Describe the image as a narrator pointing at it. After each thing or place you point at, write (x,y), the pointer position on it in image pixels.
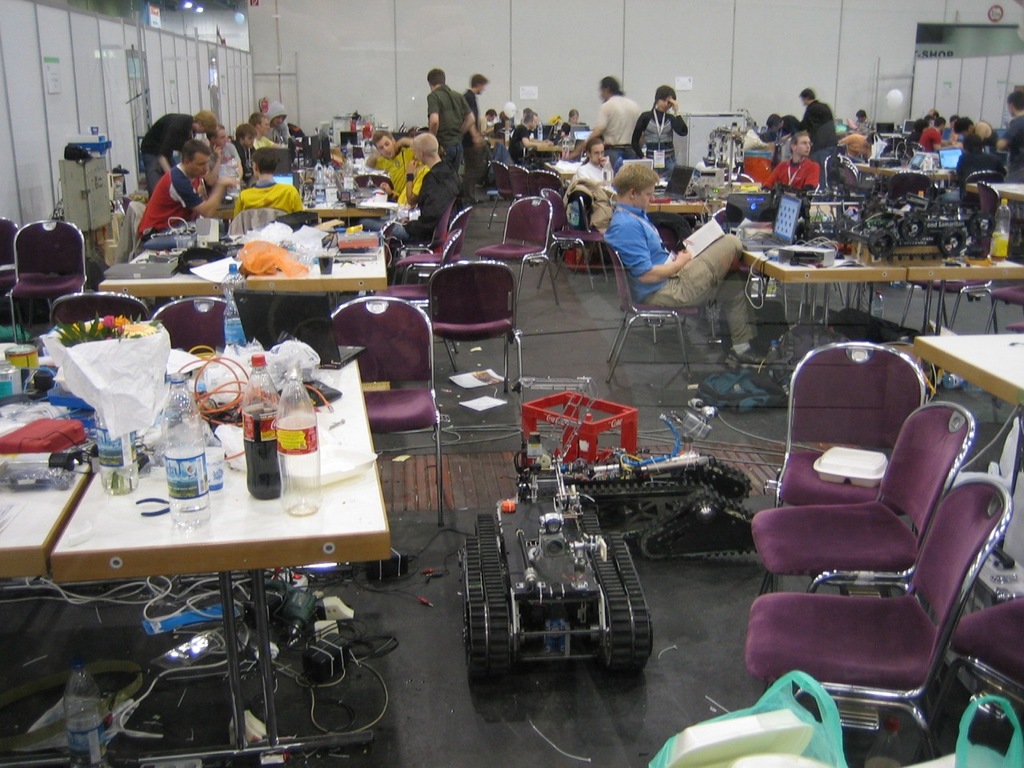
In this image there are a few people (634,261) sitting on the chairs (418,243) and few people (821,136) are standing on the floor (668,565). In front of them there are tables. On top of it there are bottles (199,458), laptops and a few other objects (805,247). In front of the image there are chairs (449,240). There is a machine (615,593). At the bottom of the image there are wires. In the background of the image (680,76) there is a wall (688,57). On the left side of the image (70,161) there is some object (102,150).
